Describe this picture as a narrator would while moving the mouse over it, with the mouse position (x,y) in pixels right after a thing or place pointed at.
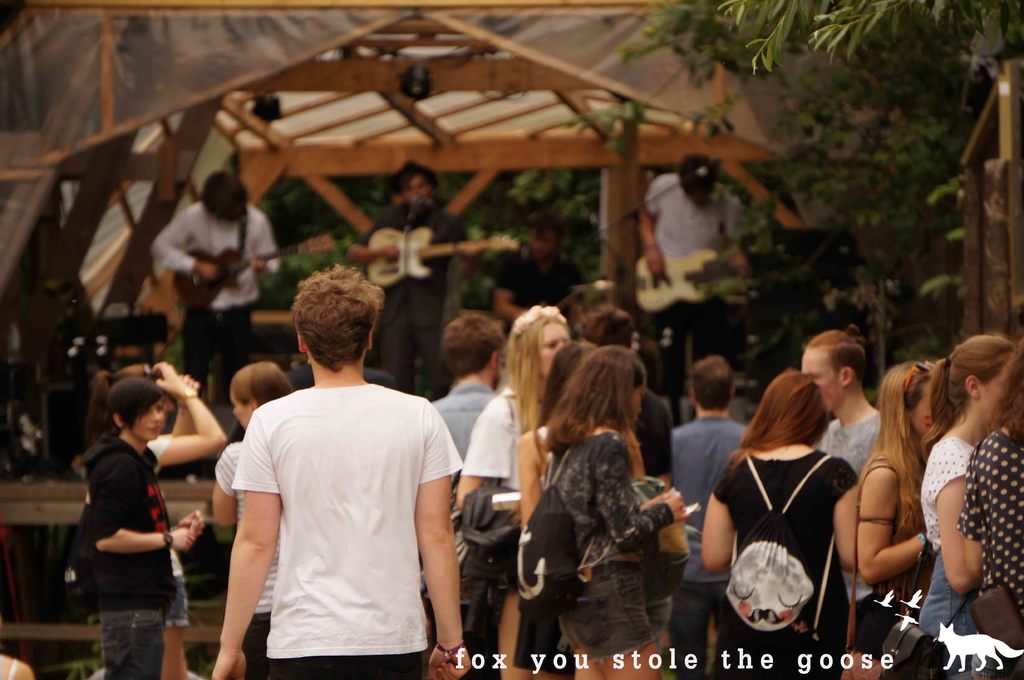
In this picture there are three persons (453,234) standing and playing guitar (383,239) and there are devices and microphones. At the top (424,92) there are lights (423,73). In the foreground (983,398) there are group of people (452,456) standing and there are trees (928,217). At the bottom right (947,633) there is text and there is a picture of an animal (987,652) and birds (912,606).
